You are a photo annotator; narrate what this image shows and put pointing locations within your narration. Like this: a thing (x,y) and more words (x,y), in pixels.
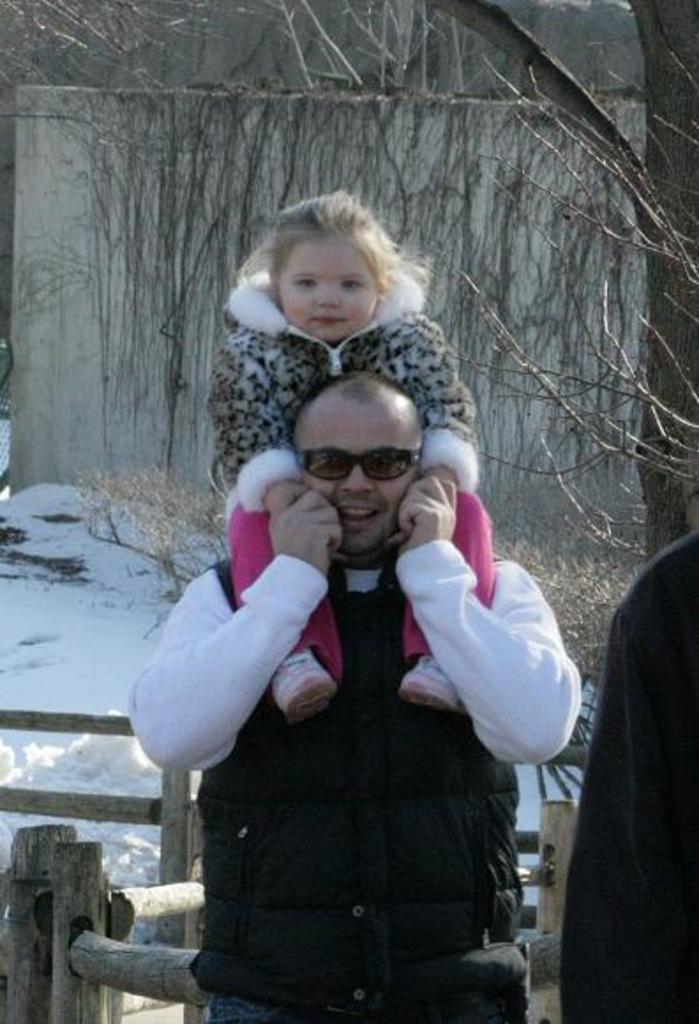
As we can see in the image in the front (321,497) there are three persons (402,528) and wooden sticks (104,895). There is snow (142,923), wall (173,330) and dry tree (694,197). The persons (663,810) in the front (569,691) are wearing different color dresses (385,749).
